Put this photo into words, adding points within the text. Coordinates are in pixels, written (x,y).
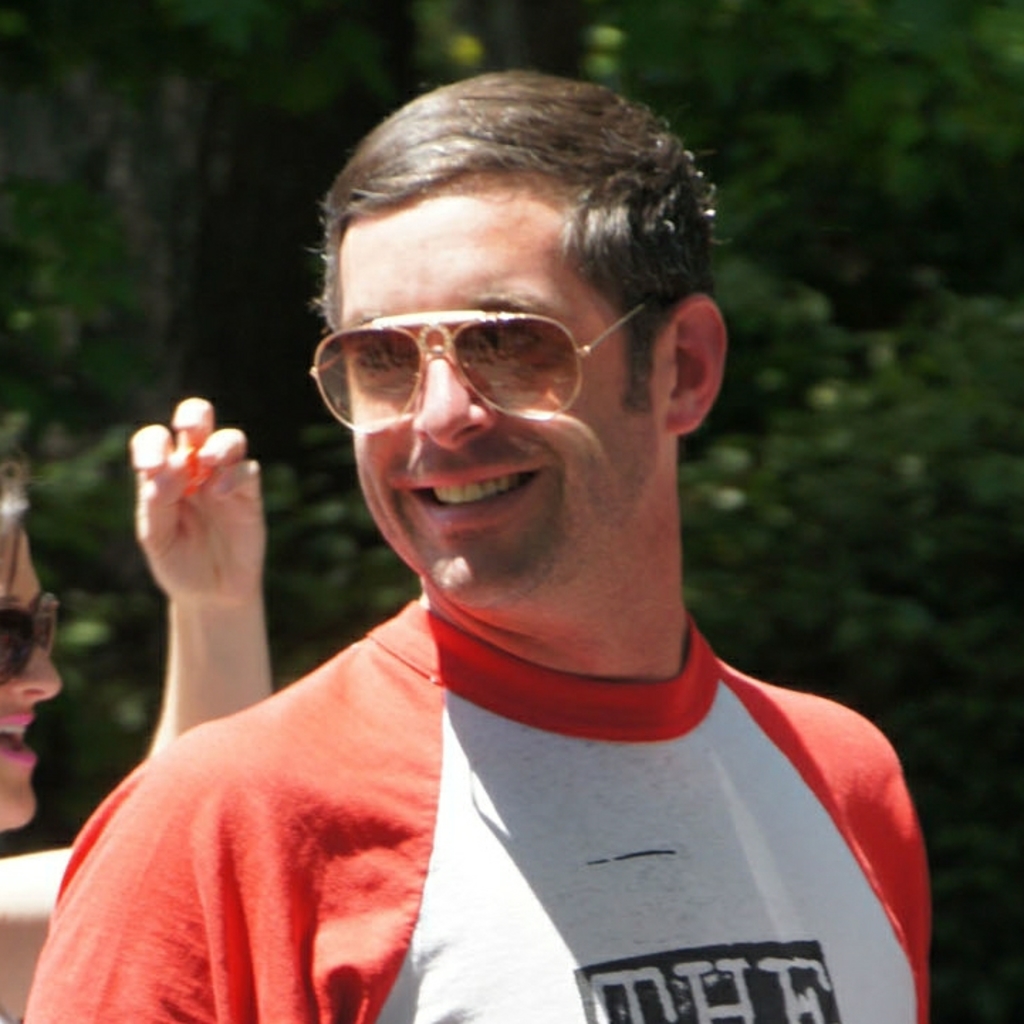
In this image I can see two people (337,670). In the background (851,488), I can see the trees (825,464).
